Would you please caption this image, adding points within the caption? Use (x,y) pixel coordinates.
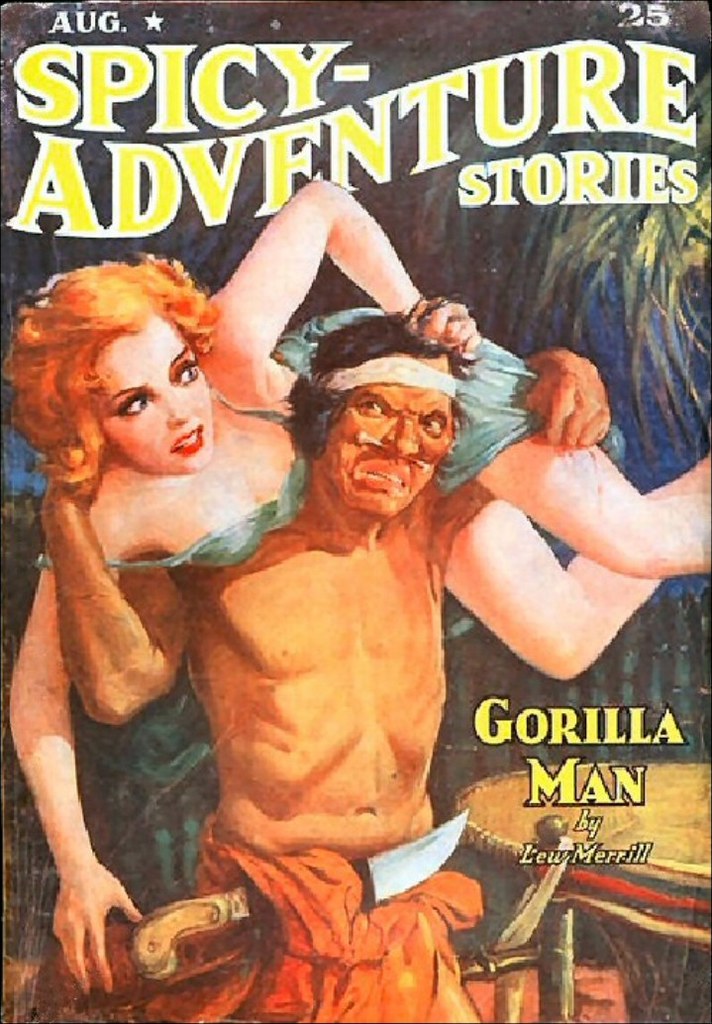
In this image I can see a poster (281,698) and on it I can see depiction of people (485,566). On the top side (51,171) and on the bottom right side of this image (556,707) I can see something is written.
